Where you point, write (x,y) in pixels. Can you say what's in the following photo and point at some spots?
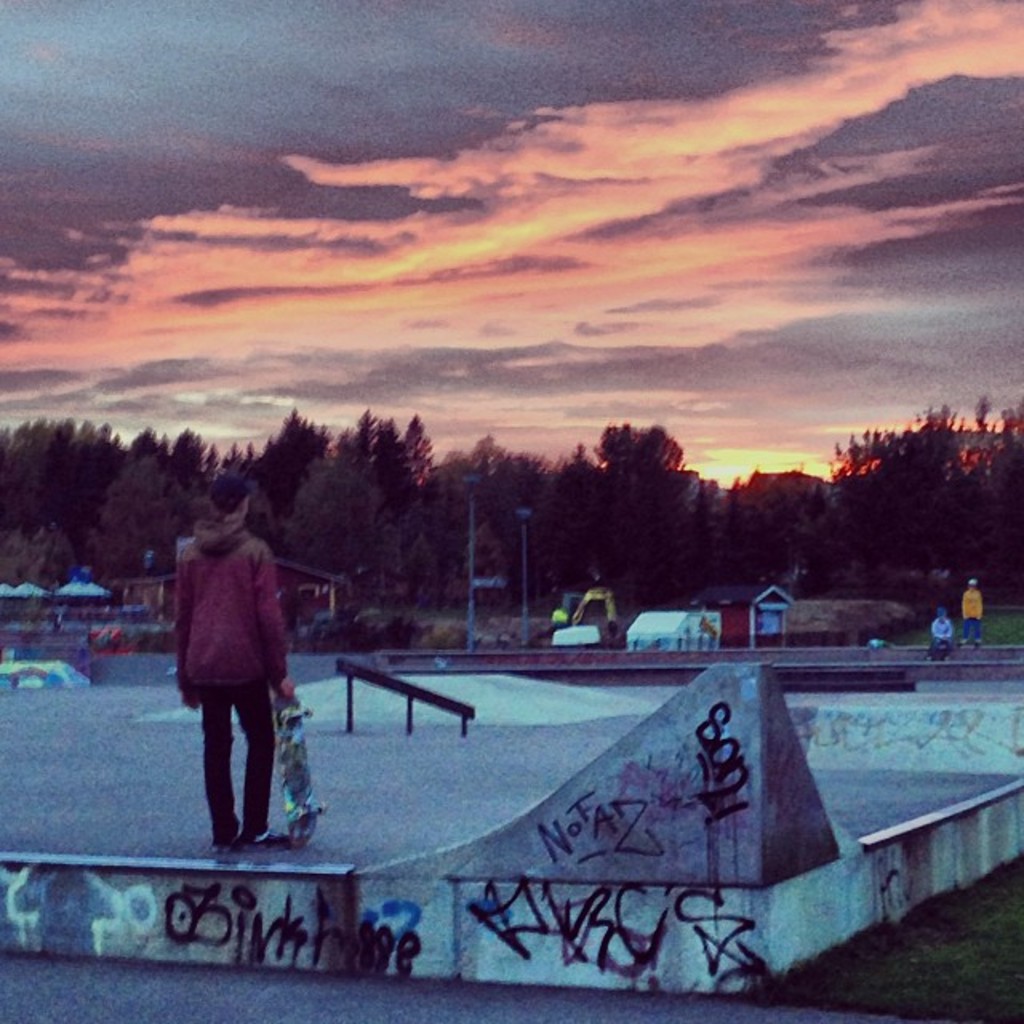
In this picture there is a boy (241,702) on the left side of the image (186,617), by holding skateboard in his hand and there are houses (679,614), trees (335,464), poles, and other people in the background area of the image (293,447).
